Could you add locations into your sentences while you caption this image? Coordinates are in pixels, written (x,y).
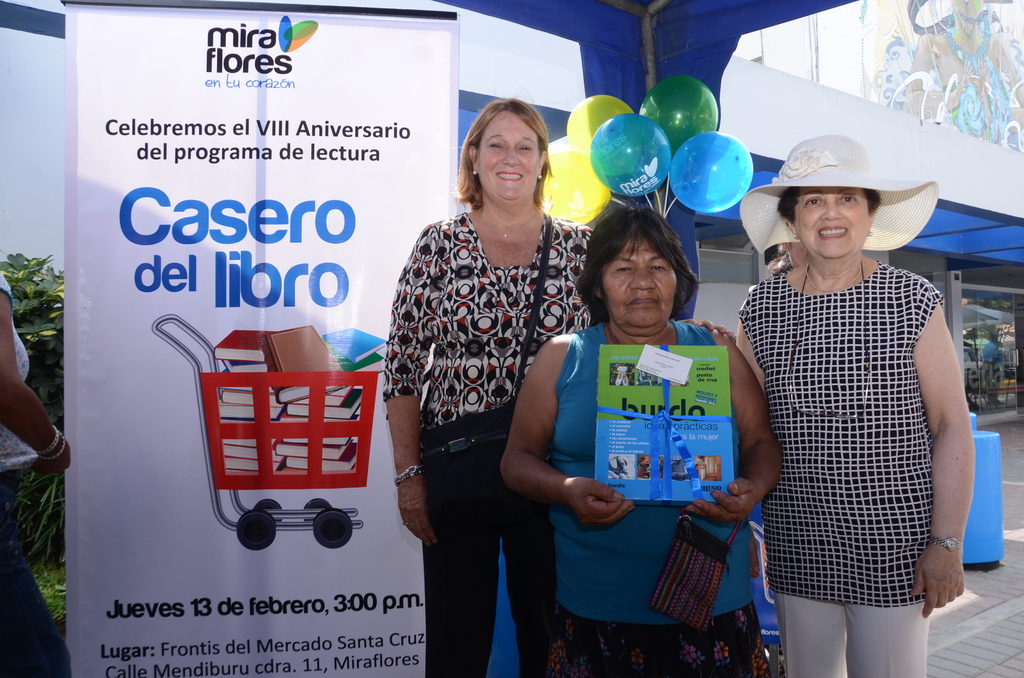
In this image I can see four women (419,457) are standing and I can see one of them (716,504) is holding few things (701,429) and a bag (701,542). I can also see two women (813,218) are smiling and I can see one of them is wearing a hat (776,237) and the second one (455,328) is carrying a bag (438,468). In the background (149,355) I can see a whiteboard (323,237), few balloons (706,199), a building (465,43) and on the board (371,292) I can see something is written. On the left side of the image (57,330) I can see a plant (57,559) and on the top right side of the image (978,20) I can see a painting (901,0) on the wall (935,135).
